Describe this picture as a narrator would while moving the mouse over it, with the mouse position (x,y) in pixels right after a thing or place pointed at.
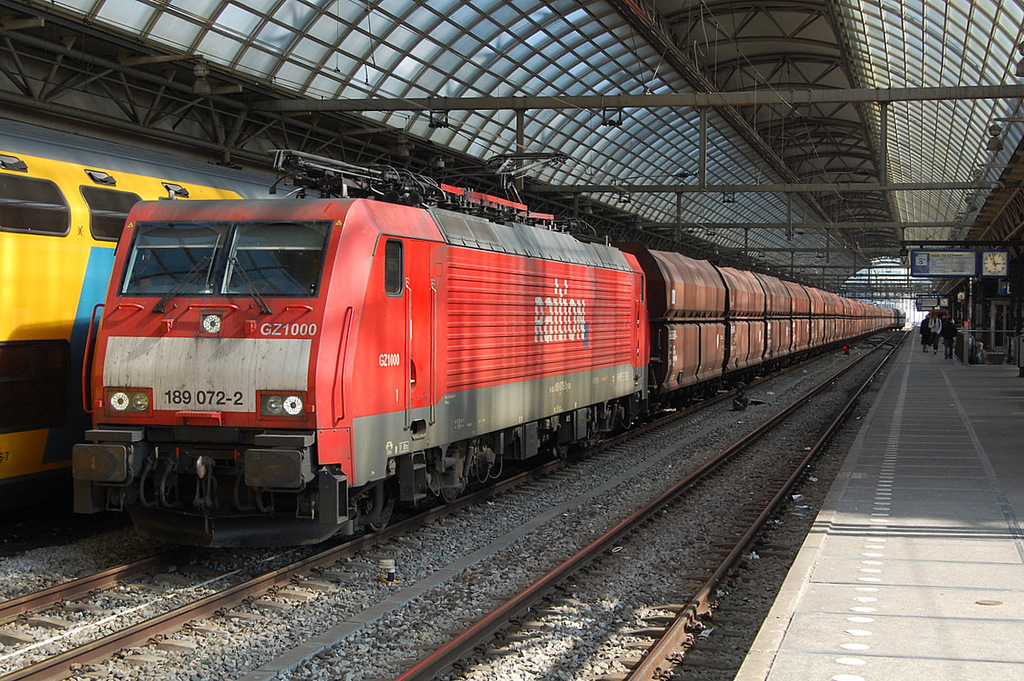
In this image there is railway track (692,529). There are trains (292,532). There is footpath (940,430). We can see people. There is roof (644,131) with iron (684,48) and sheet (977,46).
